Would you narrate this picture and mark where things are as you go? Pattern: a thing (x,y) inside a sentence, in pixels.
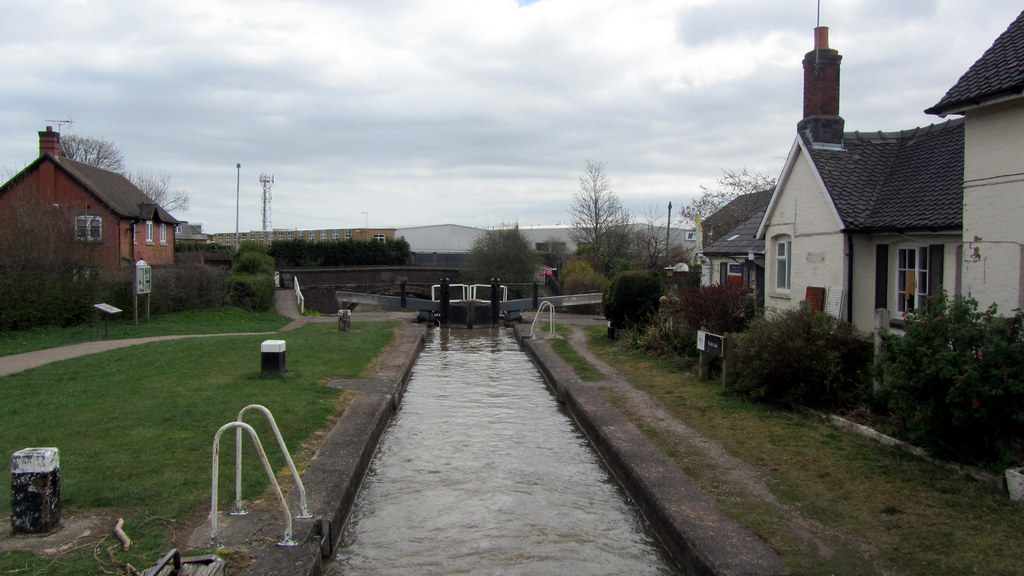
In this image we can see some buildings (545,239) with windows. We can also see some trees (505,270), grass (357,368), plants (265,261), a fence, some metal poles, water (452,437), a tower (265,207) and the sky (394,114) which looks cloudy.
